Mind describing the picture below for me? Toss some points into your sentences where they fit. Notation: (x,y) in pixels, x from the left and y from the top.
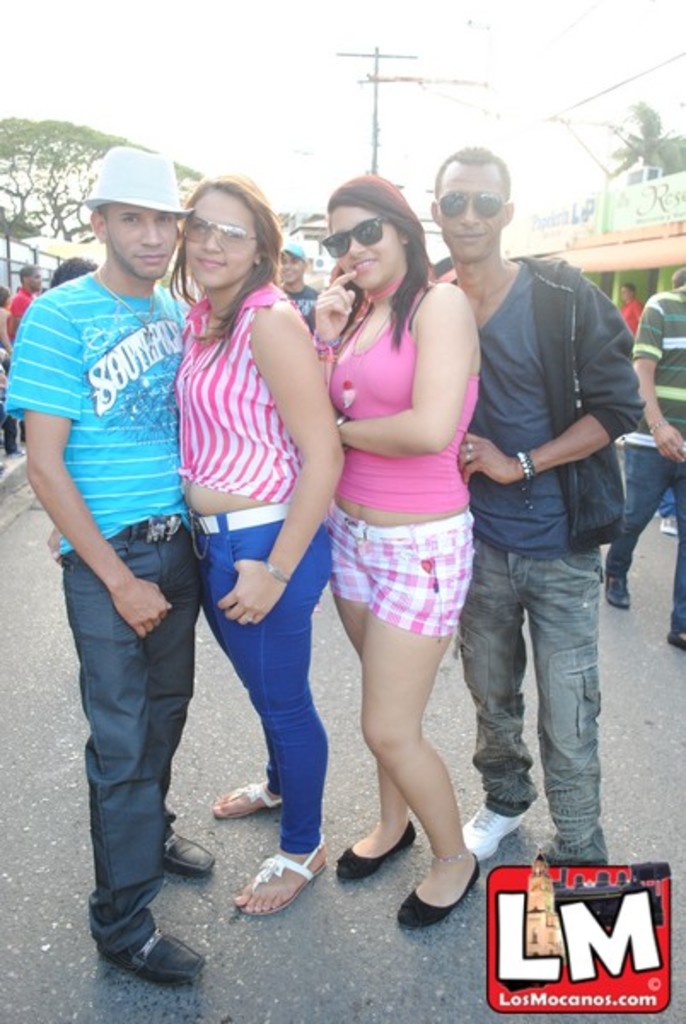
Here we can see four persons (441,768) on the road (389,972). They are smiling and posing to a camera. In the background (283,152) we can see trees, poles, boards (641,211), and sky (343,76).
